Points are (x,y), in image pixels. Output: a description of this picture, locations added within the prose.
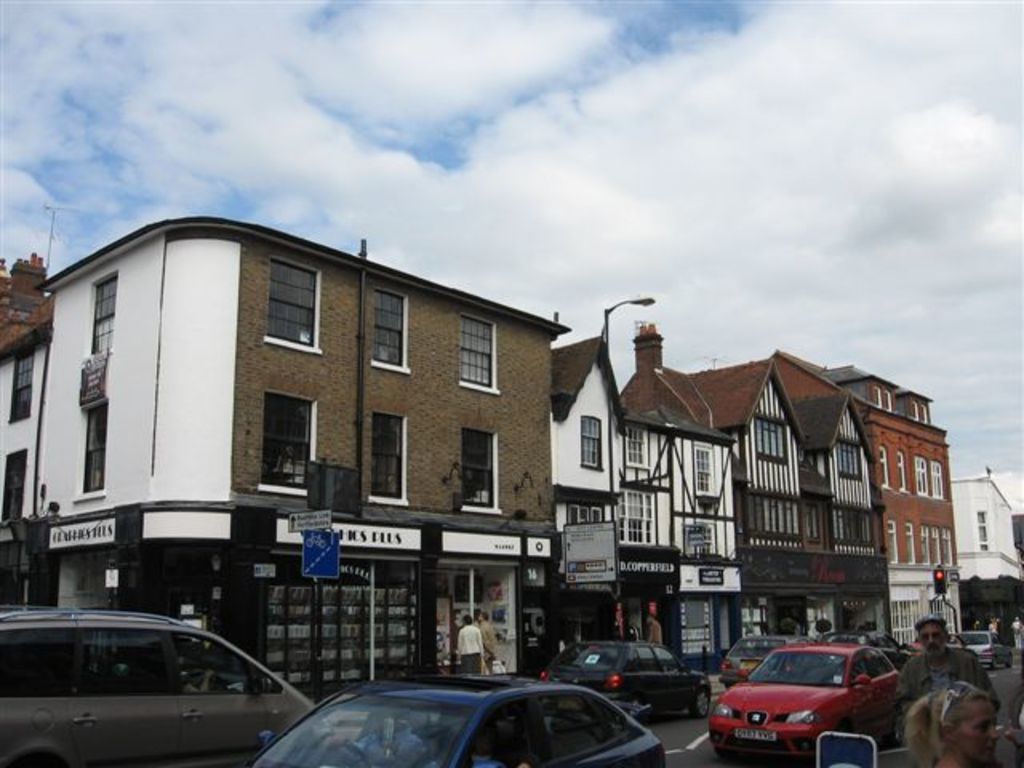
In the image we can see there is a building (641,500) and there are cars (517,708) parked on the road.
